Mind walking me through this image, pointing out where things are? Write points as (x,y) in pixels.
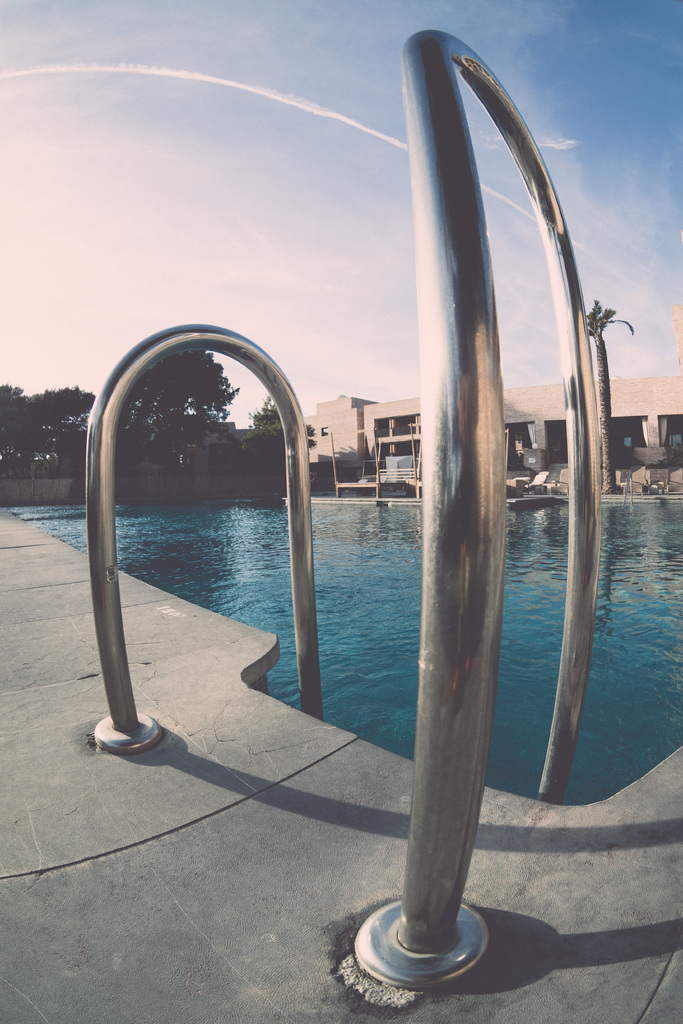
In this image we can see swimming pool (315,518), building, trees (72,435), sky (147,270) and clouds (205,260).
